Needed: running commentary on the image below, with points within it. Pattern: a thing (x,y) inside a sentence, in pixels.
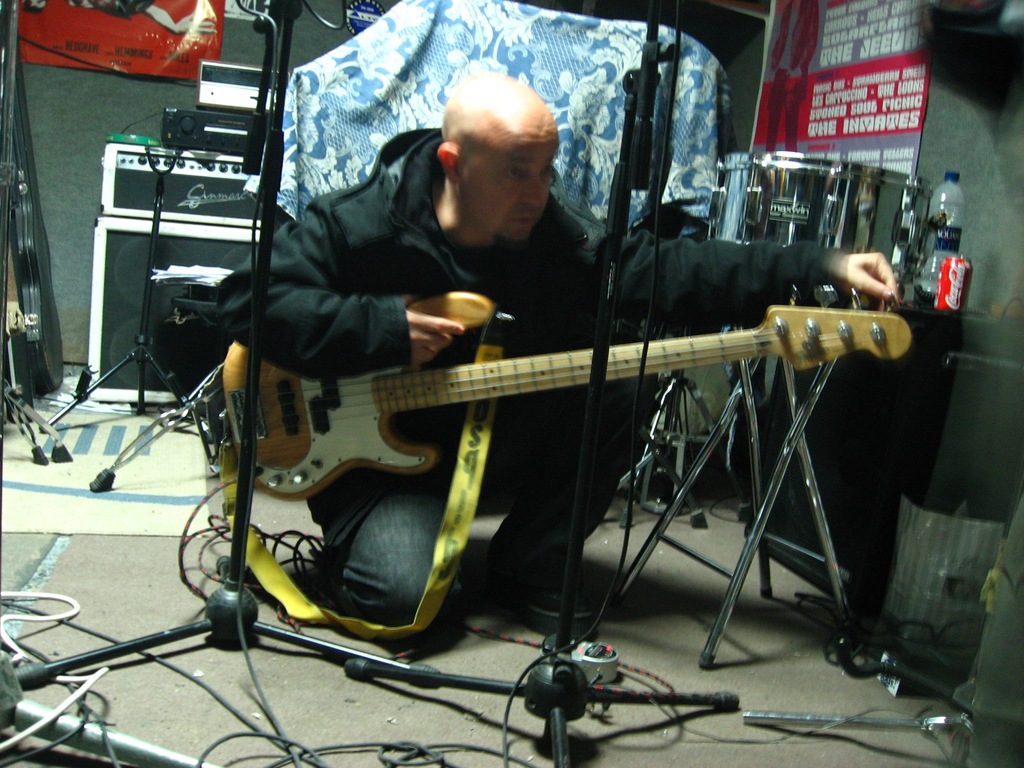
In this image there is a person (505,271) wearing black color dress (559,254) crouching down and holding guitar (316,482) in front of him there are microphones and at the background of the image (214,71) there are sound boxes (241,197).
